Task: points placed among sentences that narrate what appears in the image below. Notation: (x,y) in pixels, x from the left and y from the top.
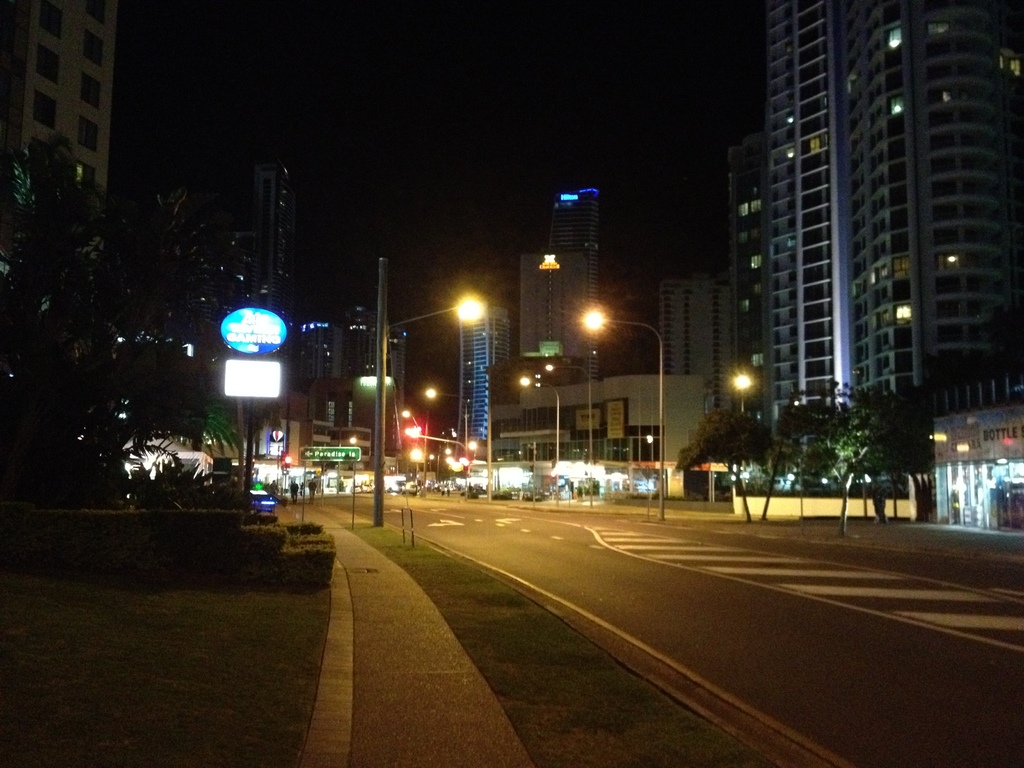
In this image we can see buildings (570,266), light poles (378,521), trees (67,202), there are boards (257,376) with some text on it, there are sign boards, also the background (418,132) is dark.
